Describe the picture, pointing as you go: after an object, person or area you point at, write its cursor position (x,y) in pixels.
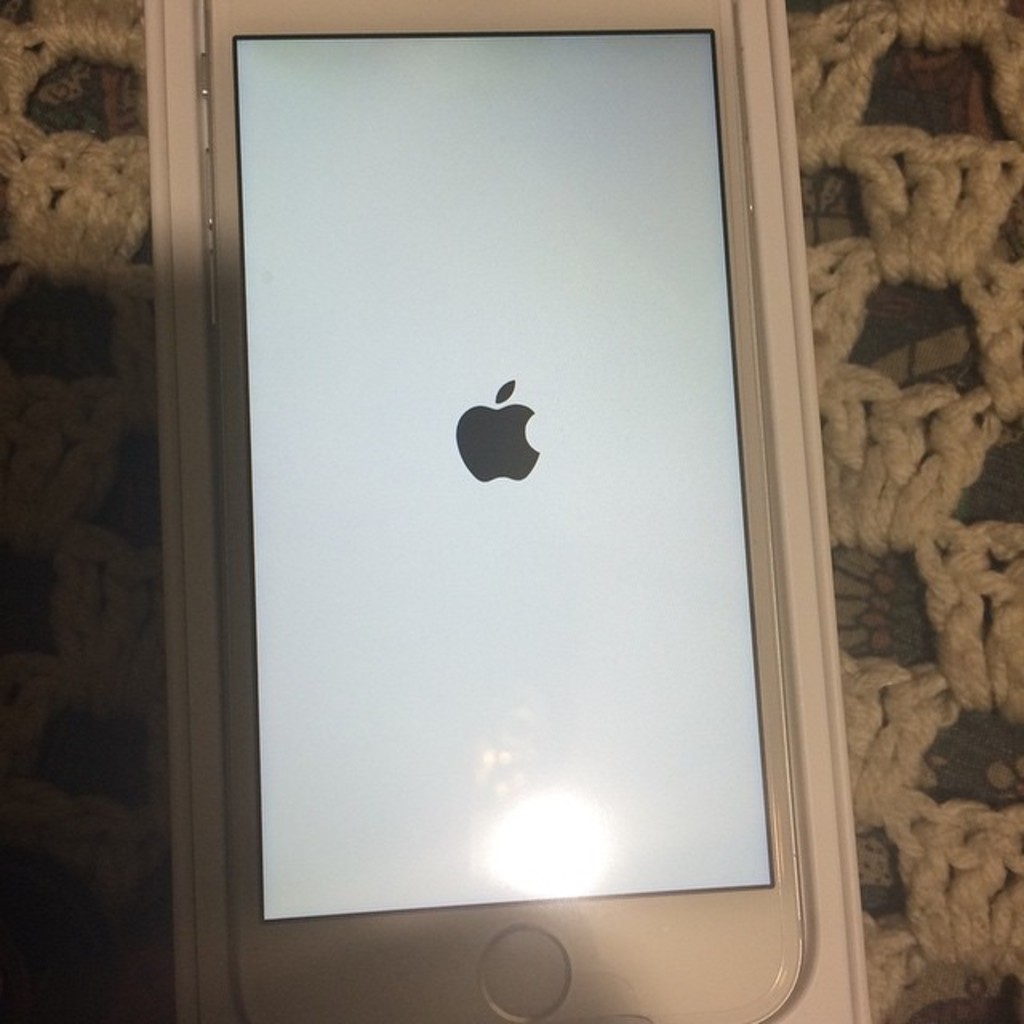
In this image I can see a white colour phone (743,659) and on its screen (432,494) I can see a black colour logo (475,467) in the center (470,454).
